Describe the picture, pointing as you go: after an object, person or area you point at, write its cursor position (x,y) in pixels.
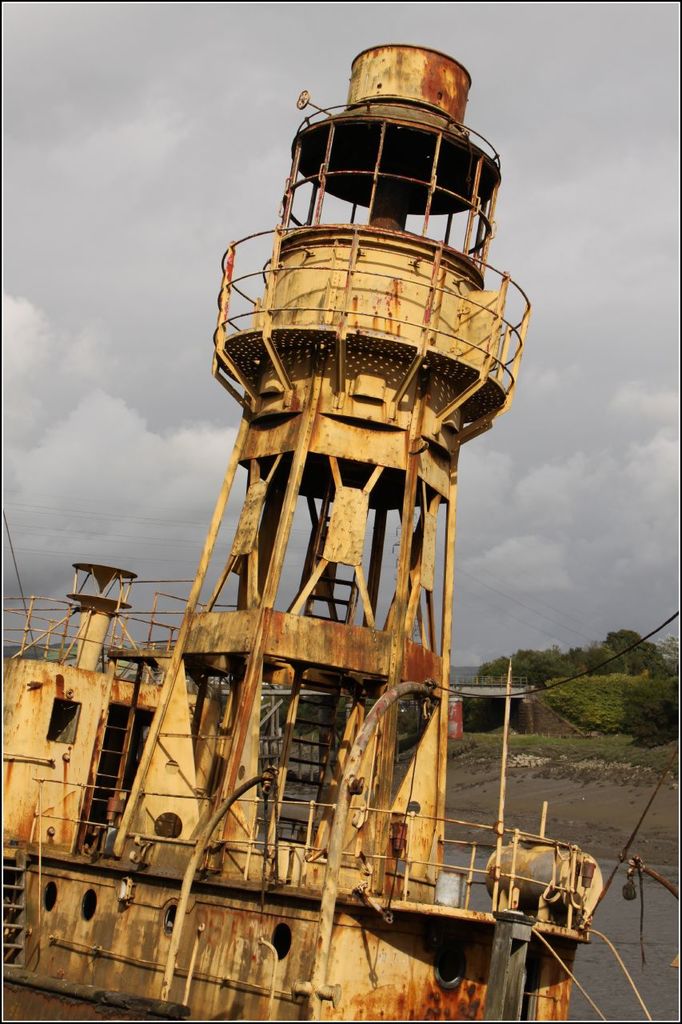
In the image there is a rusty boat (422,882) in the lake (625,910) with trees (575,706) behind it and above its sky (314,10).
